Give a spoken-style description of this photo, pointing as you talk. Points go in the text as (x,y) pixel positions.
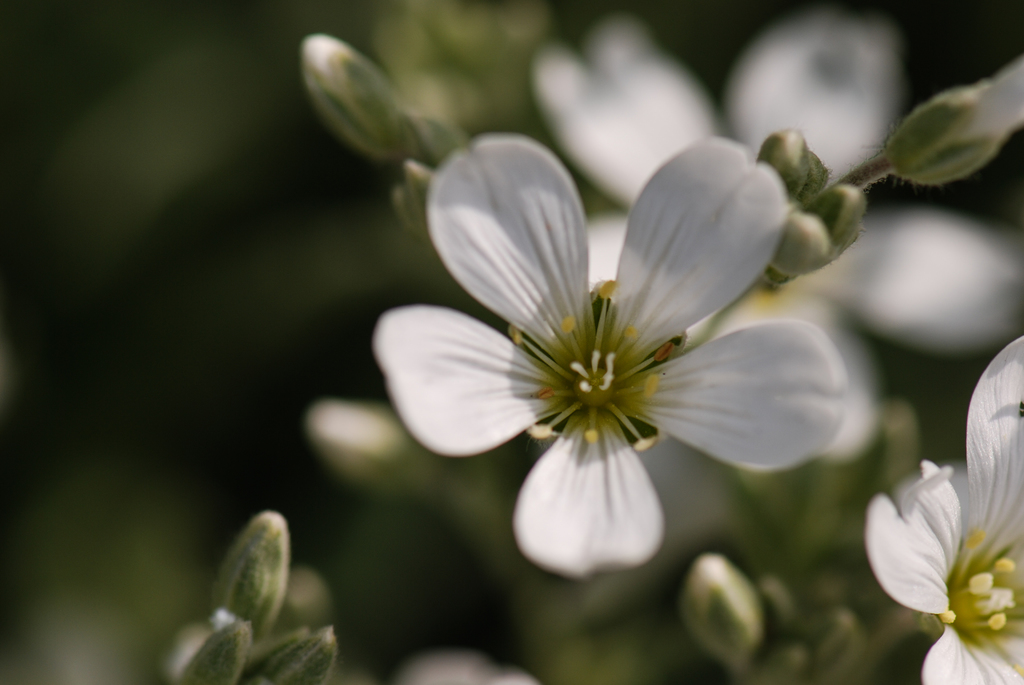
In this image I can see a plant (804,649) along with white color flowers (700,353) and buds (267,569). The background (75,398) is blurred.
